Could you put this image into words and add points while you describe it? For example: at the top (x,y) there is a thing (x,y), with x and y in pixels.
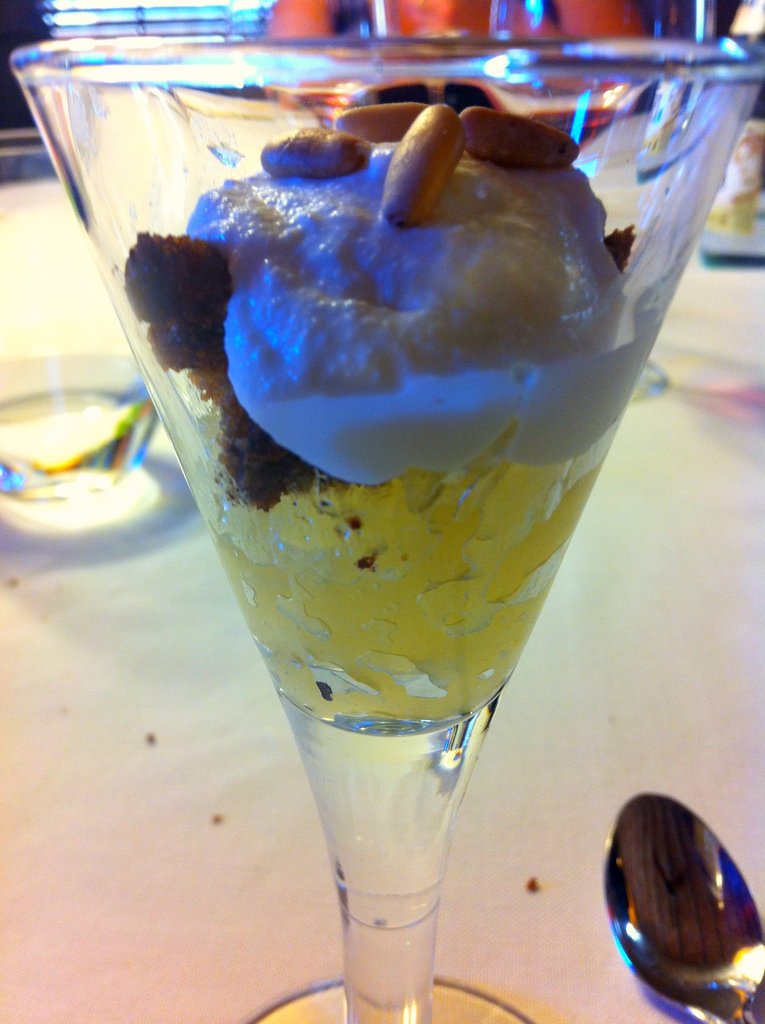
In this image we can see a glass (378,469) filled with food items (358,700).
